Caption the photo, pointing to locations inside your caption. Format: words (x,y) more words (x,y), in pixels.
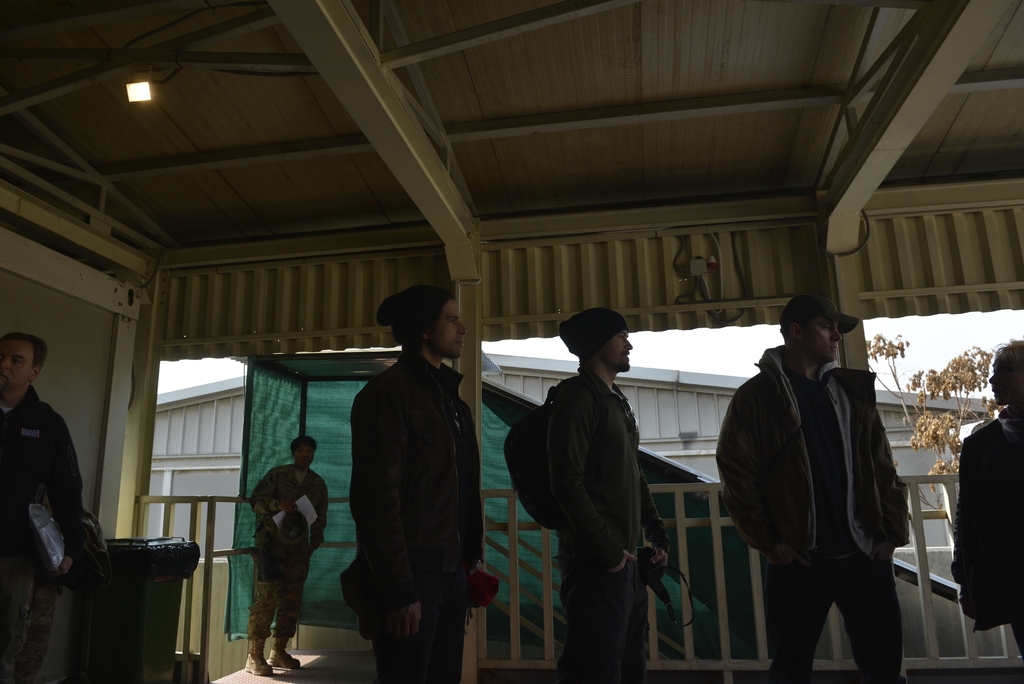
In this image we can see men (437,505) standing on the floor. In the background (336,419) we can see cloth (321,430), shed (170,306), bins (178,575) and sky (924,350).
